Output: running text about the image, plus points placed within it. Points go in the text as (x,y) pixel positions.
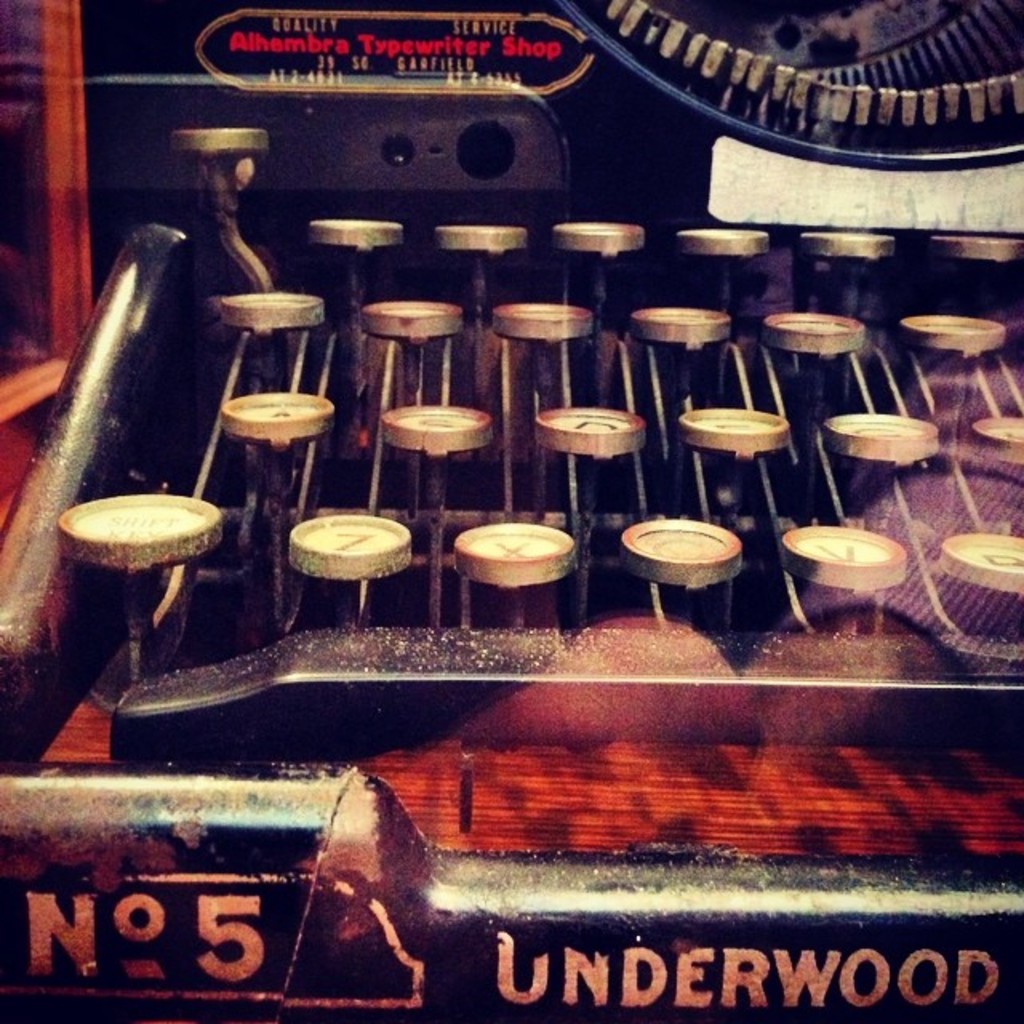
In this image I can see a typewriter (620,139) and on the bottom side of this image (874,999) I can see something is written on the typewriter (314,878).
